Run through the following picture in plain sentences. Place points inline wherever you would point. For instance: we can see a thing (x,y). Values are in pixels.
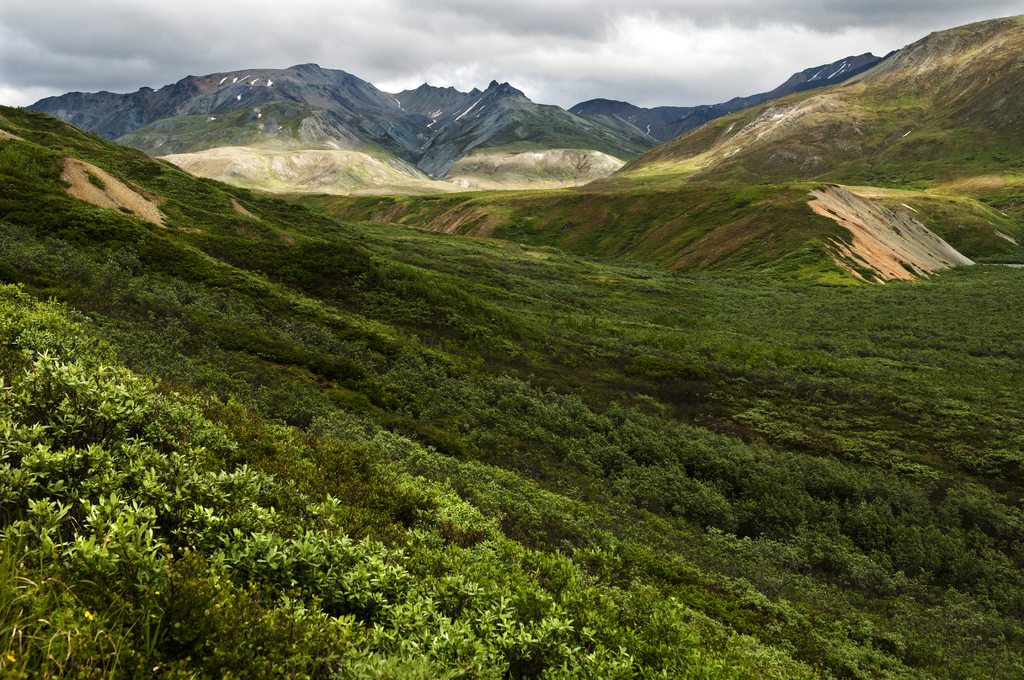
In this image we can see plants (369,470), grass (392,277), and mountains (665,113). In the background (633,64) there is sky (633,64) with clouds (669,52).
